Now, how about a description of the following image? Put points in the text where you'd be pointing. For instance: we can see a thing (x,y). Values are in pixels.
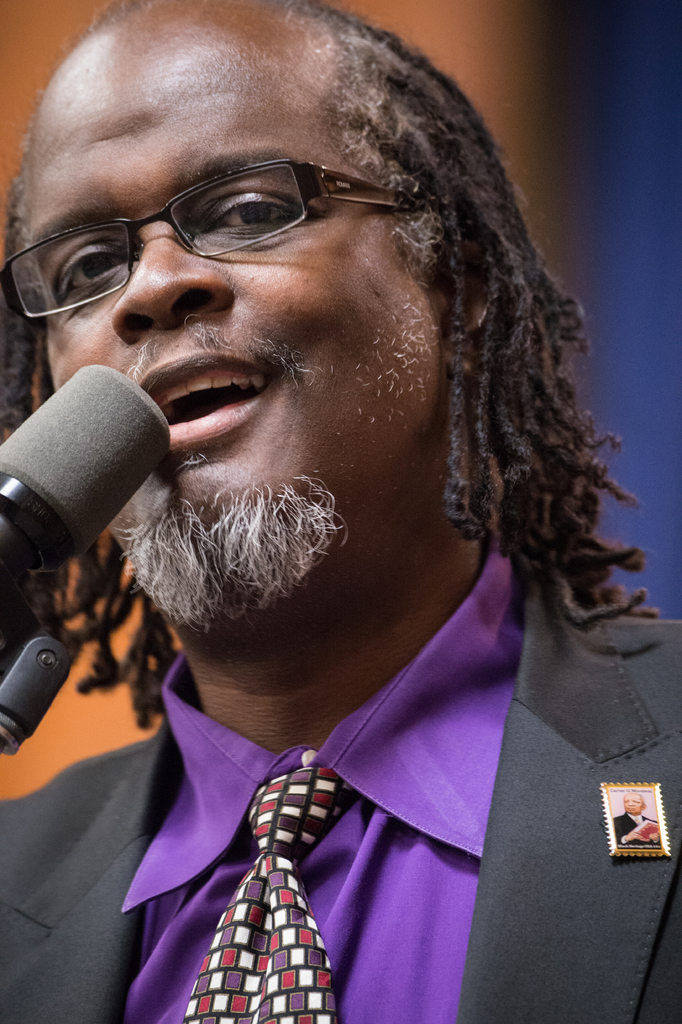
In this image we can see a person (356,861) wearing black color blazer (48,954), purple color shirt (205,888), badge (639,837), tie (295,962) and spectacles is having a mic (9,571) in front of him. The background of the image (583,51) is blurred.
